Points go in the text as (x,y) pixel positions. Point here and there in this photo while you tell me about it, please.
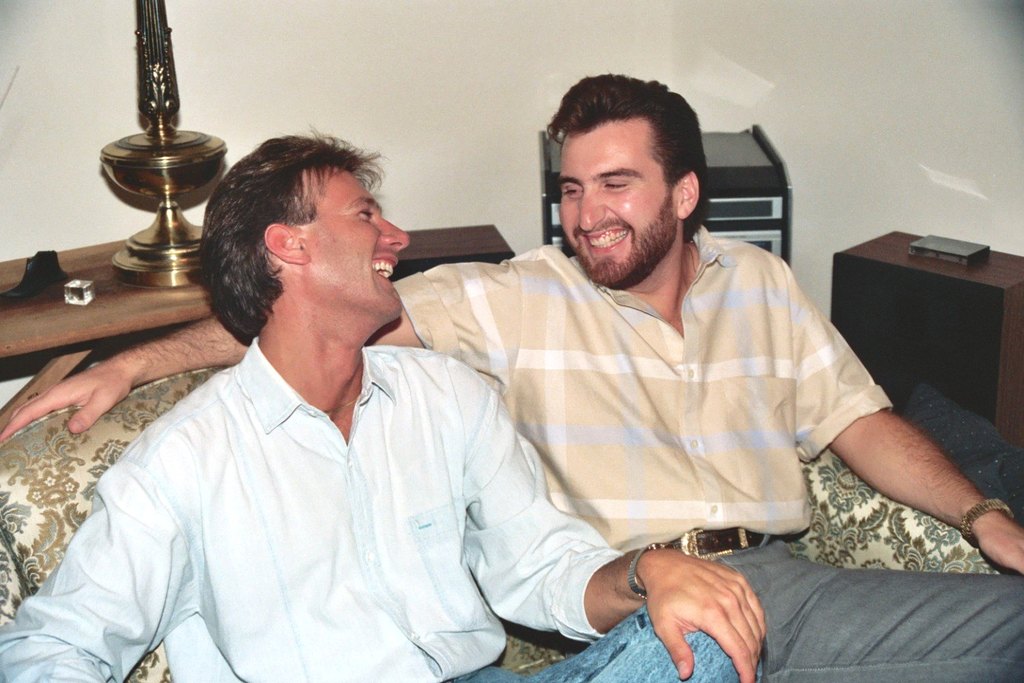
In this picture we can see two men (293,489) sitting on sofa (99,459) and they are smiling and beside to them we have table (41,332) with dice (70,298) on it and in the background (429,51) we can see wall (483,108).
